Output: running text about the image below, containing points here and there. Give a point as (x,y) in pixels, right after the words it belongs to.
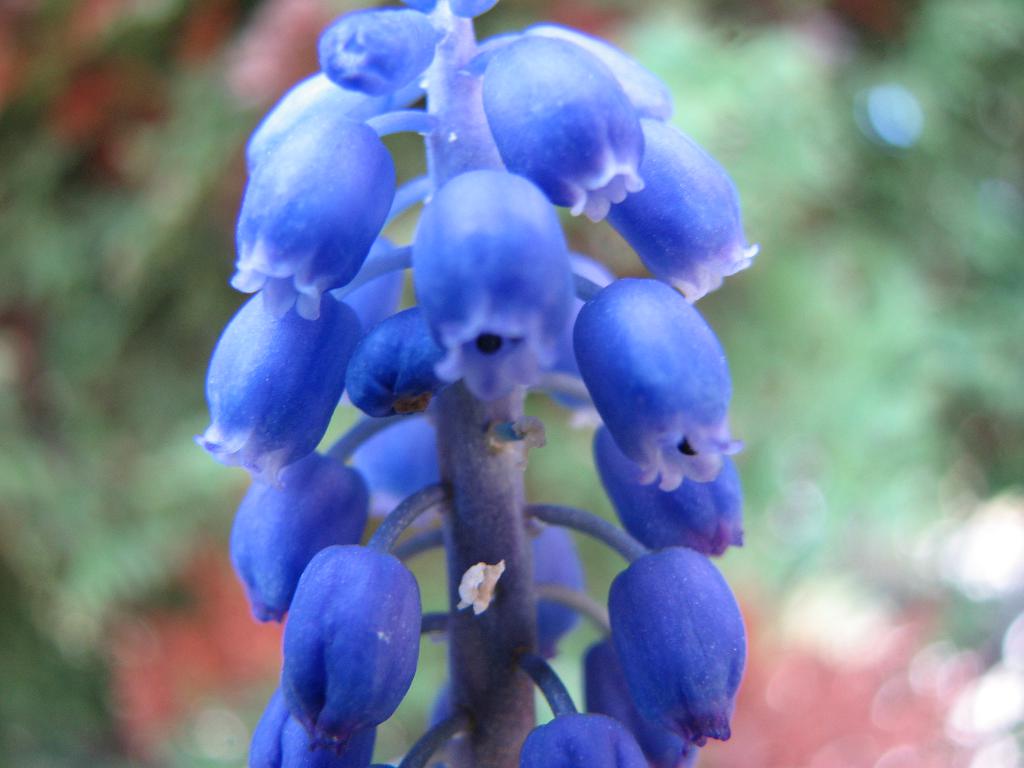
In this image we can see a stem (513,506) and flowers (330,455). In the background (832,350), we can see greenery (770,130).
